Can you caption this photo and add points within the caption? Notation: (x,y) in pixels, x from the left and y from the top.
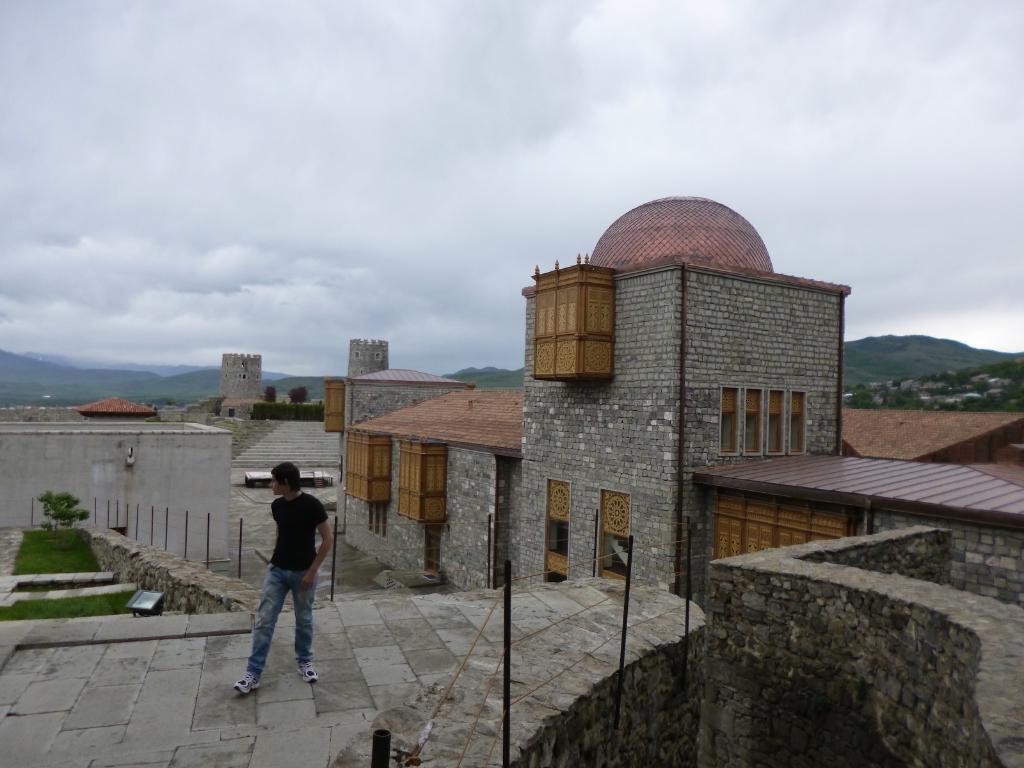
In this picture I can see the path (227,718) in front (131,735), on which there is a man (312,669) standing and I see that he is wearing black t-shirt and blue jeans (268,607). On the right side of this picture (956,755) I can see the poles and the wall (646,710). In the background (470,455) I can see few buildings (155,477), few more poles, grass (20,608), mountains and the cloudy sky (361,160).
